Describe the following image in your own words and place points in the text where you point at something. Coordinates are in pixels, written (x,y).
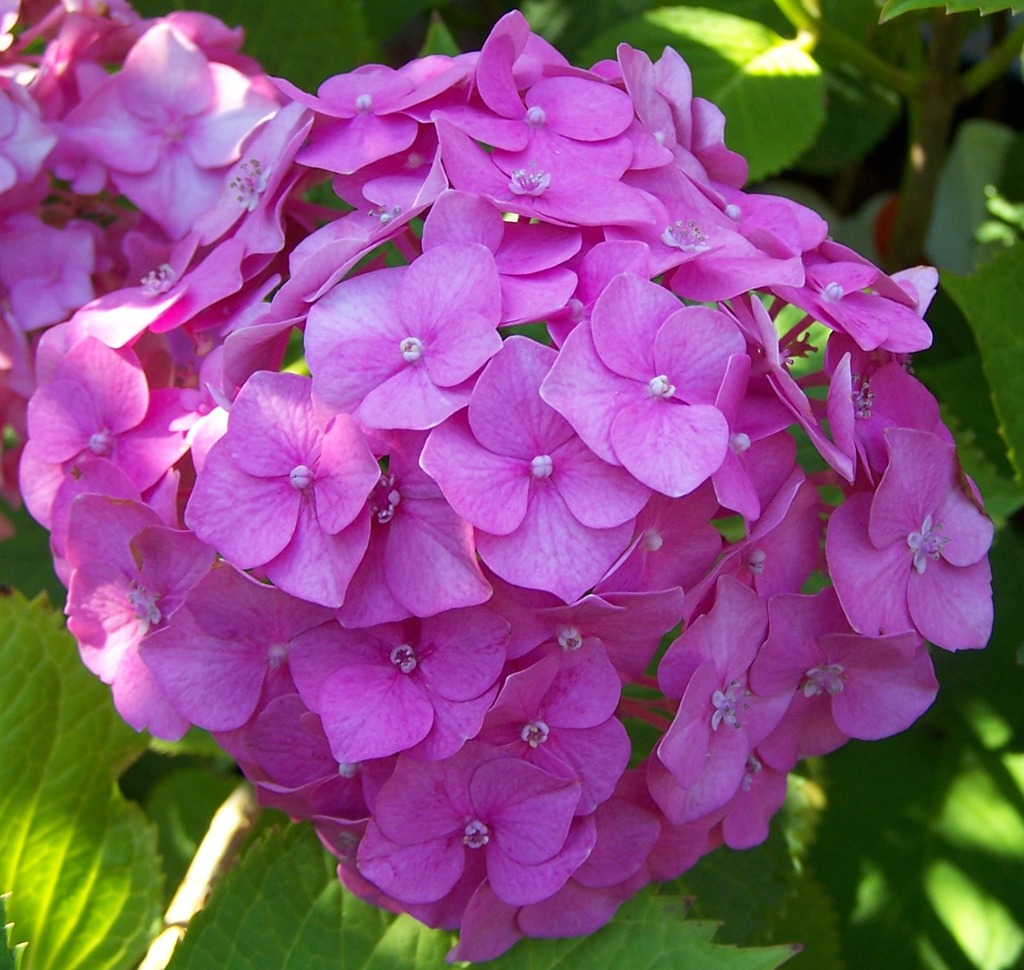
In the image there are purple flowers (491,309) to a plant (794,89).
